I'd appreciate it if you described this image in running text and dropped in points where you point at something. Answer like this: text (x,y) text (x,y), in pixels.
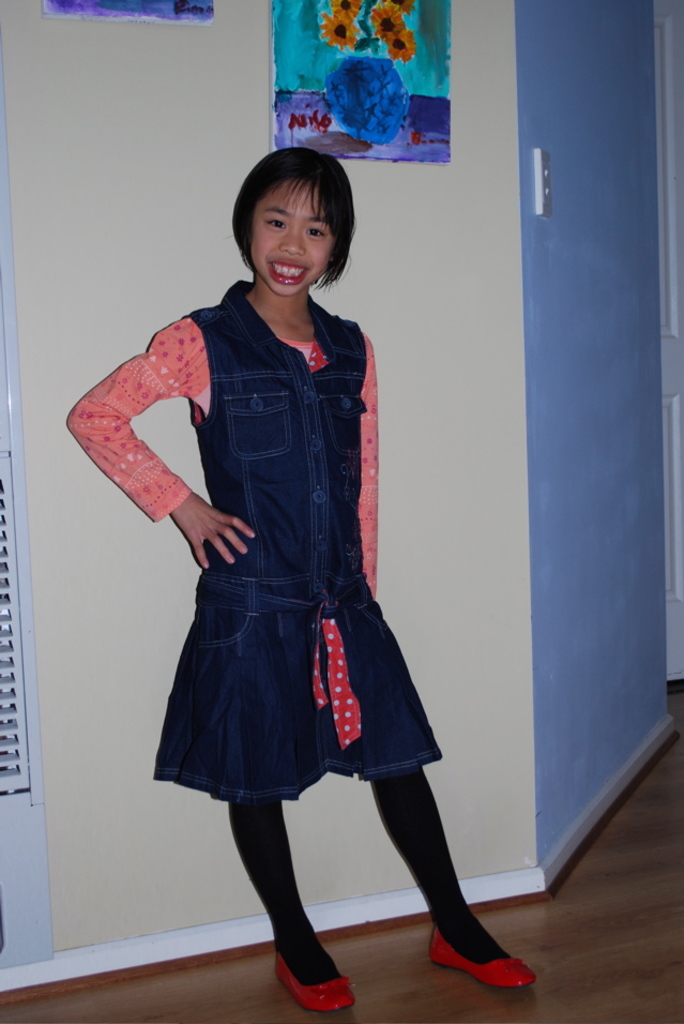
In this image I can see the person (253,534) standing and the person (262,774) is wearing blue and peach color dress (267,647). In the background (206,12) I can see few boards (199,5) attached to the wall (495,313) and the wall (497,445) is in cream color.
